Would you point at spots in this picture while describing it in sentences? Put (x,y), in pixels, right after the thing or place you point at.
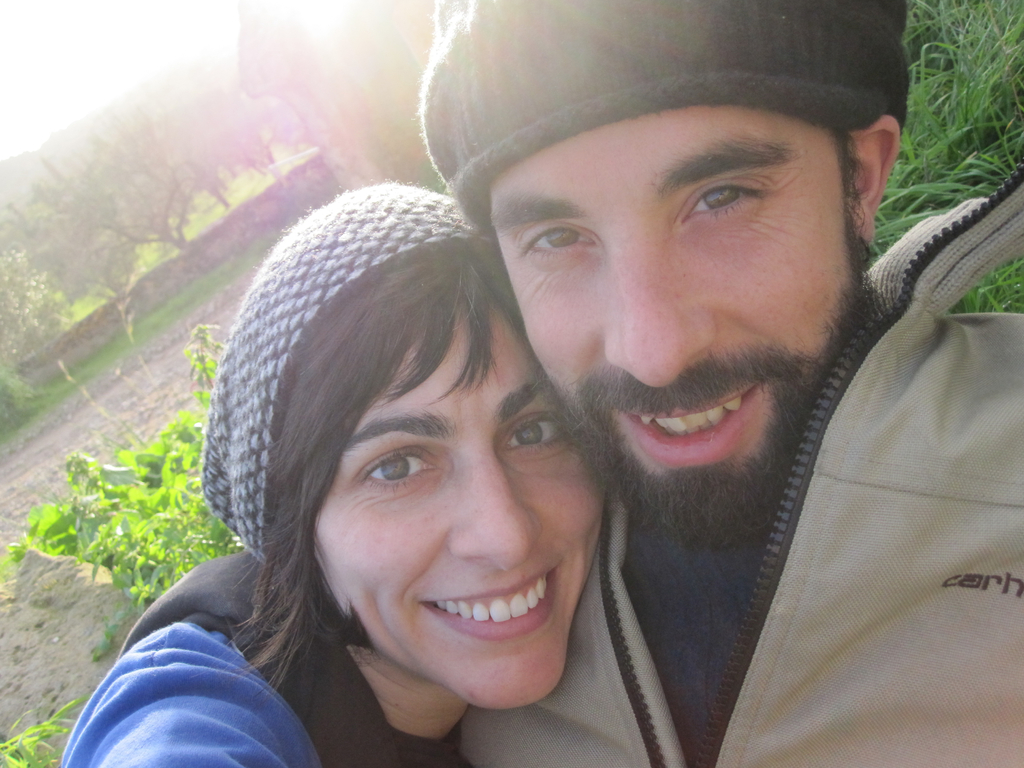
This picture about a man (760,198) wearing grey jacket (854,434), cap (589,41) smiling and giving a pose into the camera. Beside there is a woman (493,509) wearing a blue jacket (205,675), smiling and giving a pose with the boy (621,414). In the background (125,318) there are some plants (87,266).
